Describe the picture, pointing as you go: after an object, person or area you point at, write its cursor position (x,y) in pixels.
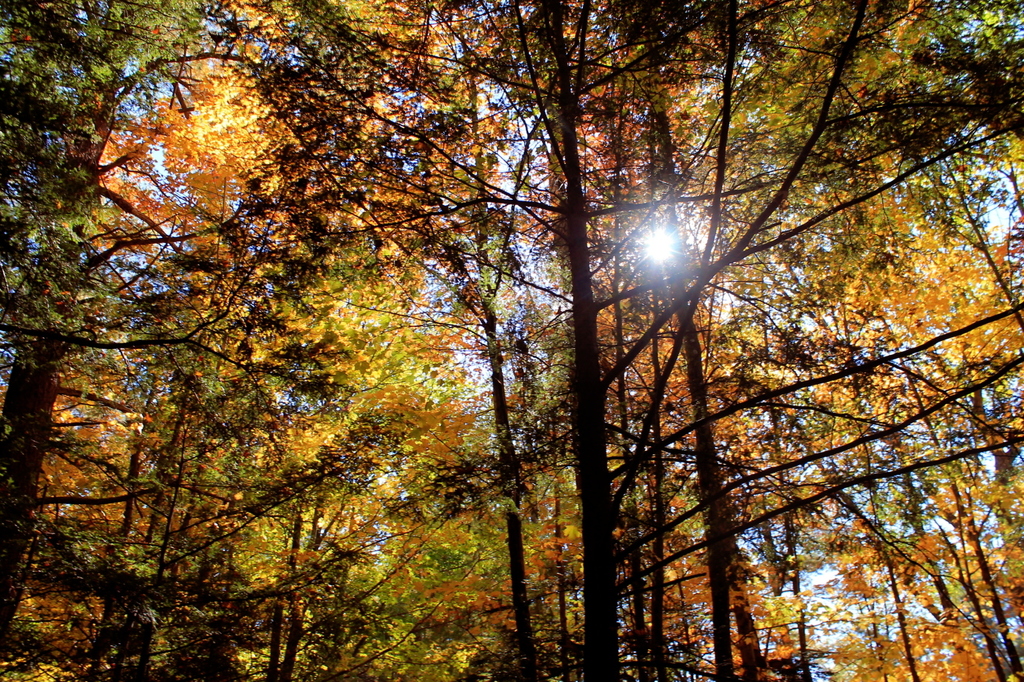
This image is taken outdoors. In this image there are many trees (671,347). In the background (682,226) there is a sky (850,593) with sun (671,243).
